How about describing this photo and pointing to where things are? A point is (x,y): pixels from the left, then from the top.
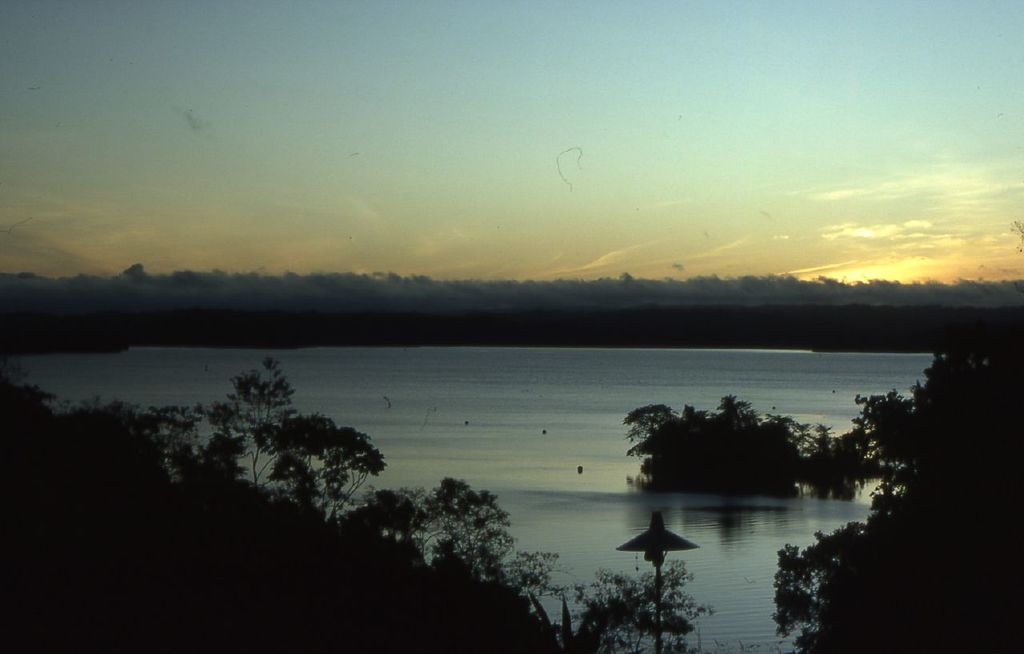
In this picture we can see water (410,444) and trees (711,425), here we can see an object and we can see sky (879,17) in the background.
